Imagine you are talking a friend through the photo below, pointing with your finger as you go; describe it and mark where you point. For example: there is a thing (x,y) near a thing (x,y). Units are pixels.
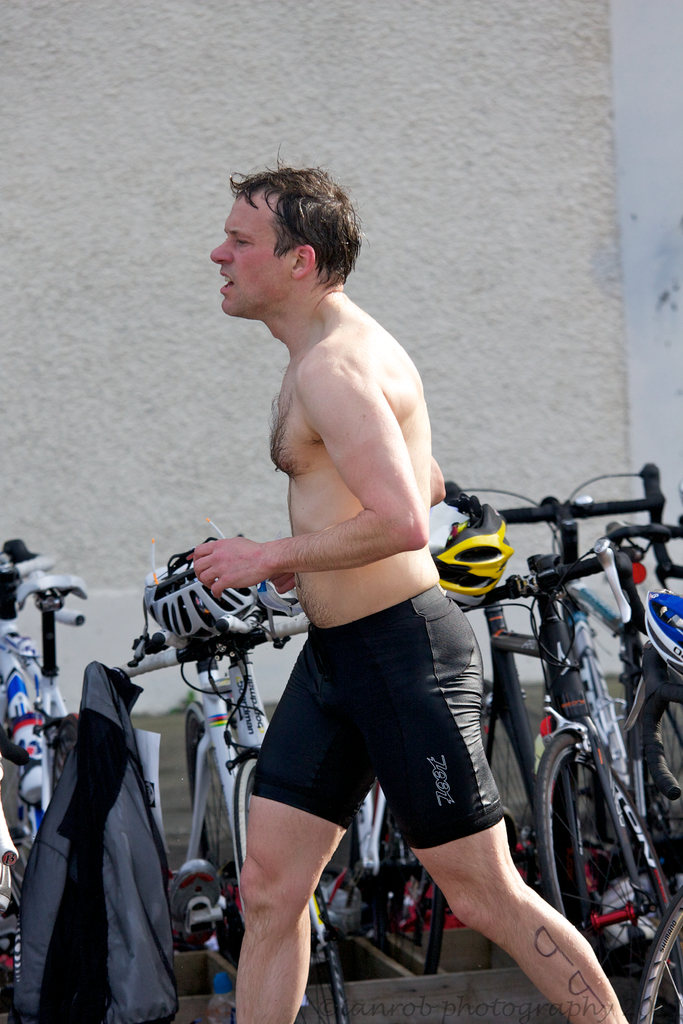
In this image we can see a person (290,766) walking. In the back (266,721) there are cycles (530,649). On the cycles (534,576) there are helmets (186,587). And there is a jacket (112,716) on the cycle (207,702). In the background (226,185) there is a wall (446,237). At the bottom (569,1017) something is written on the image.
